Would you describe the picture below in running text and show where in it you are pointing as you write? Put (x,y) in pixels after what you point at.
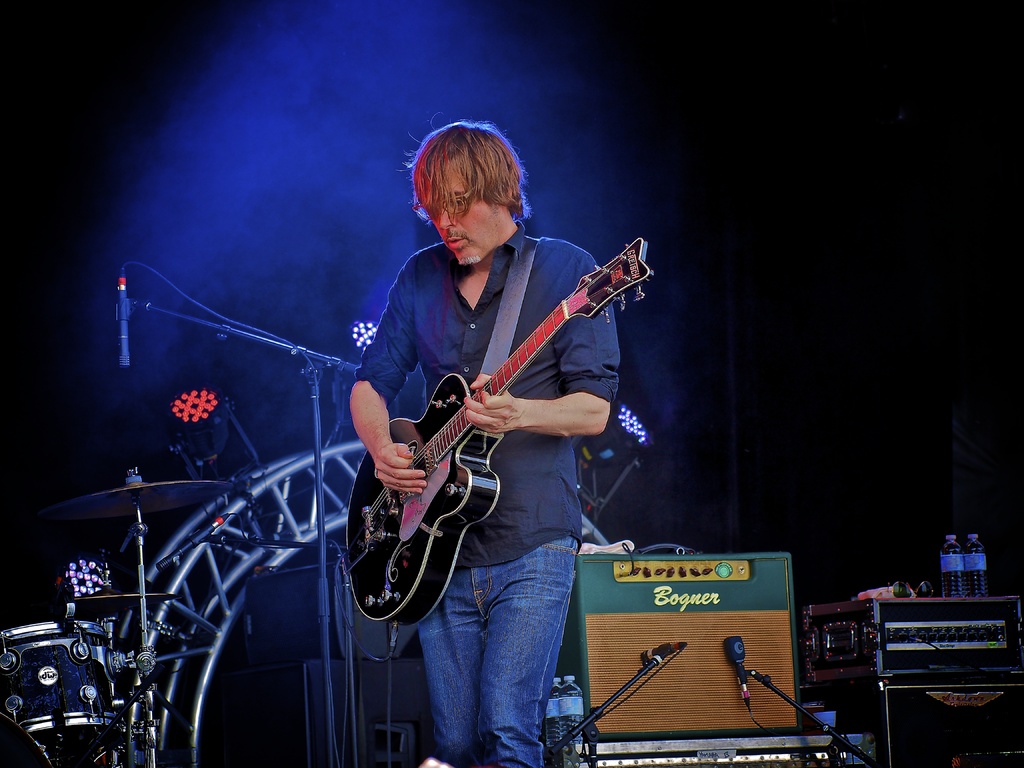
The person (377,418) is standing. He is holding guitar (432,409). He is playing guitar (444,406). We can see on the background (217,505) there is mic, musical instrument systems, water bottles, and big stage (800,389).
